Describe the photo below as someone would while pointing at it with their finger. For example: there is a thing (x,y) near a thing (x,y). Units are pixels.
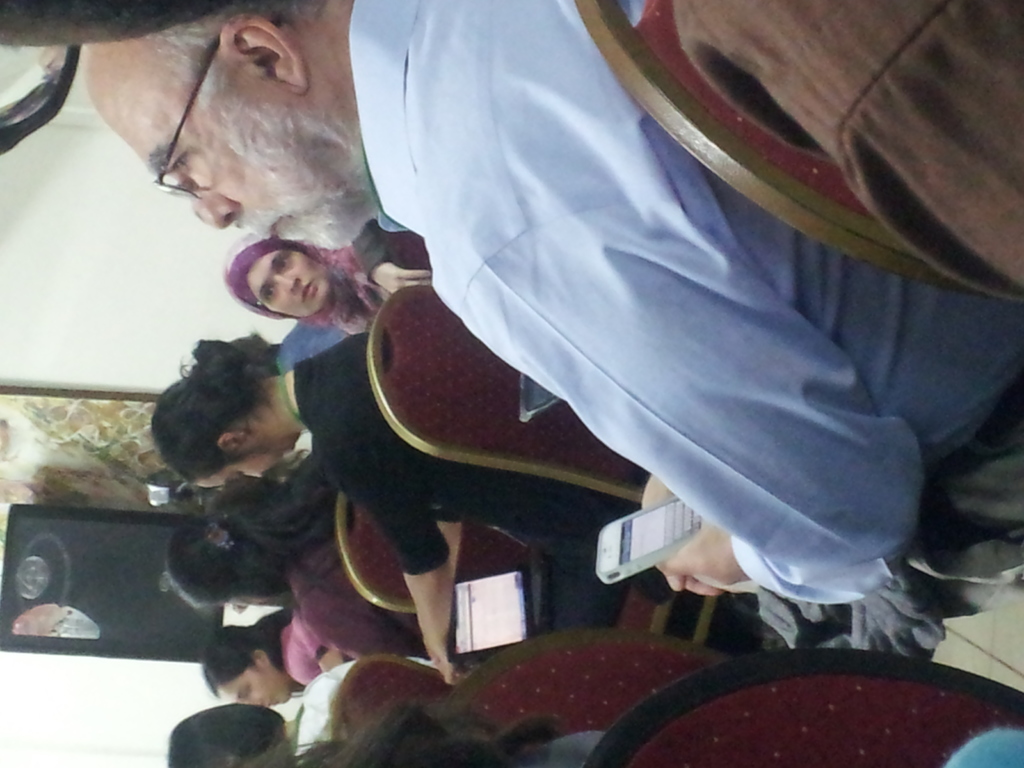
In this image I can see number of people (373,447) are sitting on chairs (507,383). In the front of this image (597,544) I can see a man (696,502) is holding a phone (684,531) and a woman (570,546) is holding a laptop (509,571). On the left bottom side of this image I can see a speaker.
